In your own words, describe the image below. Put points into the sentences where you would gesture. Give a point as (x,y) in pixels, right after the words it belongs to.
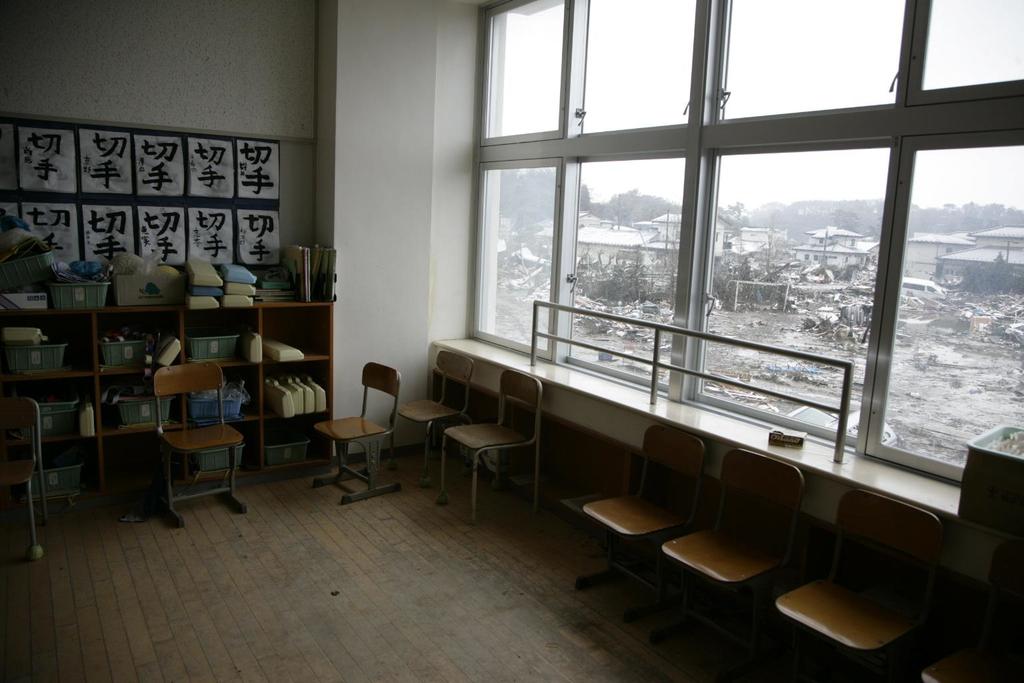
This picture is an inside view of a room (322,299). In this picture we can see the chairs (195,444), boards (245,190), wall (361,203), windows (712,271), rods (688,333), object (789,445) and racks (110,430). In racks (148,328) we can see the containers (201,342) and some objects (257,338). At the bottom of the image (507,600) we can see the floor (432,586). Through windows (714,258) we can see the houses (761,237), trees (870,221), ground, garbage (928,313) and sky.
